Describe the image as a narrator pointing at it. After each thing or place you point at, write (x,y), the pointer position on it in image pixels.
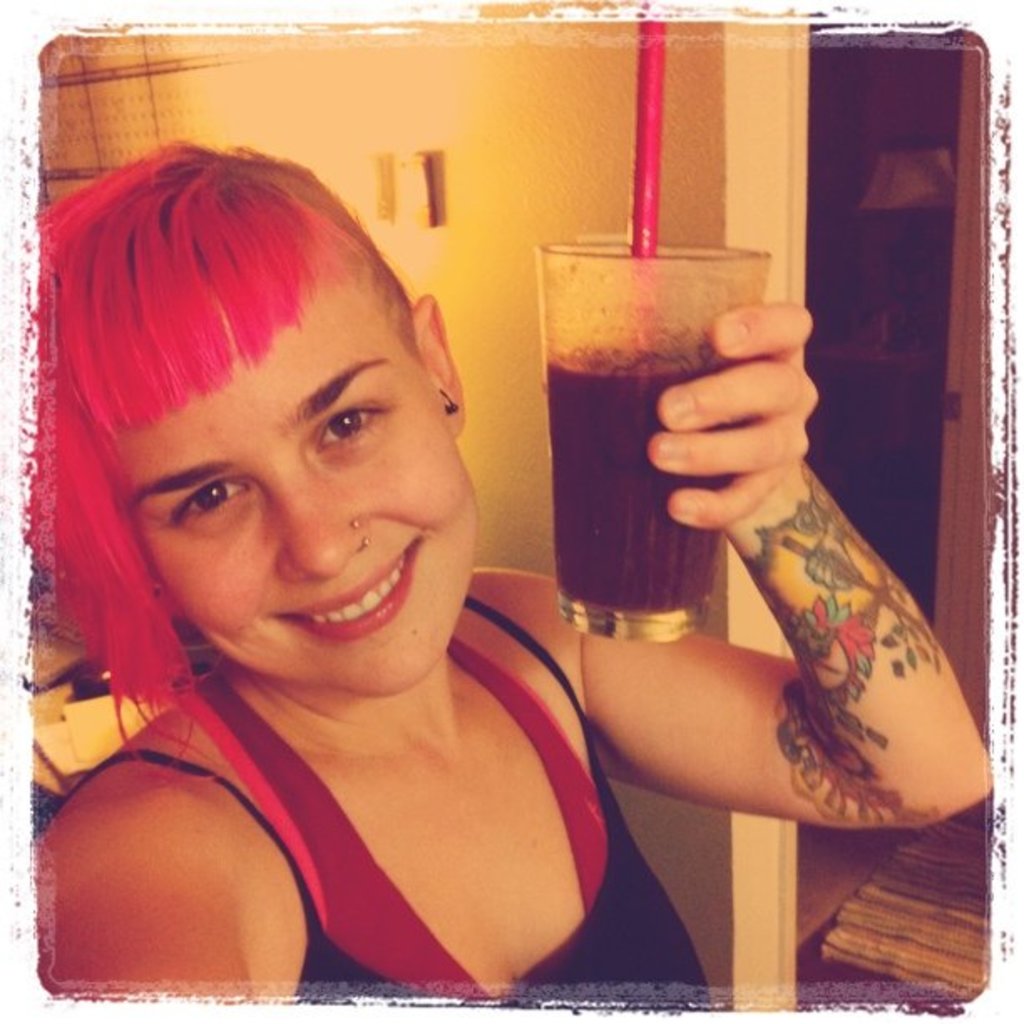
As we can see in the image there is a woman (502,680) holding glass (615,504) and there is a yellow color wall (439,274).
